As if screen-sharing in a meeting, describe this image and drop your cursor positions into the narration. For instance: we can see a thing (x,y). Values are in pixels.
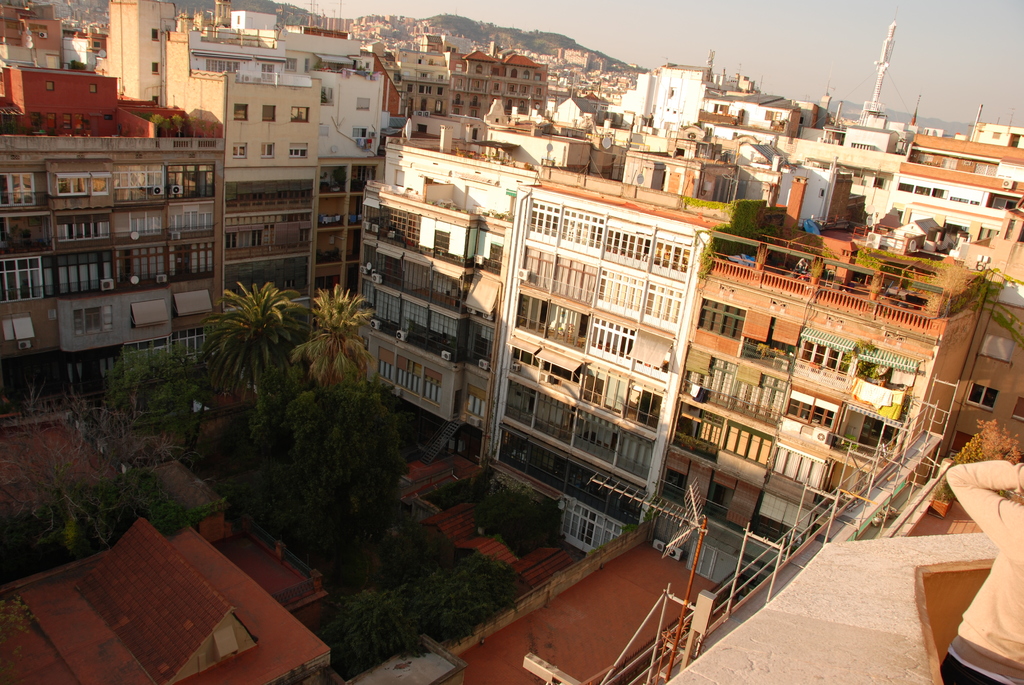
In this image I can see number of buildings (545,267), trees (509,501), poles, shadow (199,455) and over there I can see a tower (877,107). Here I can see a person (959,645) is standing.
